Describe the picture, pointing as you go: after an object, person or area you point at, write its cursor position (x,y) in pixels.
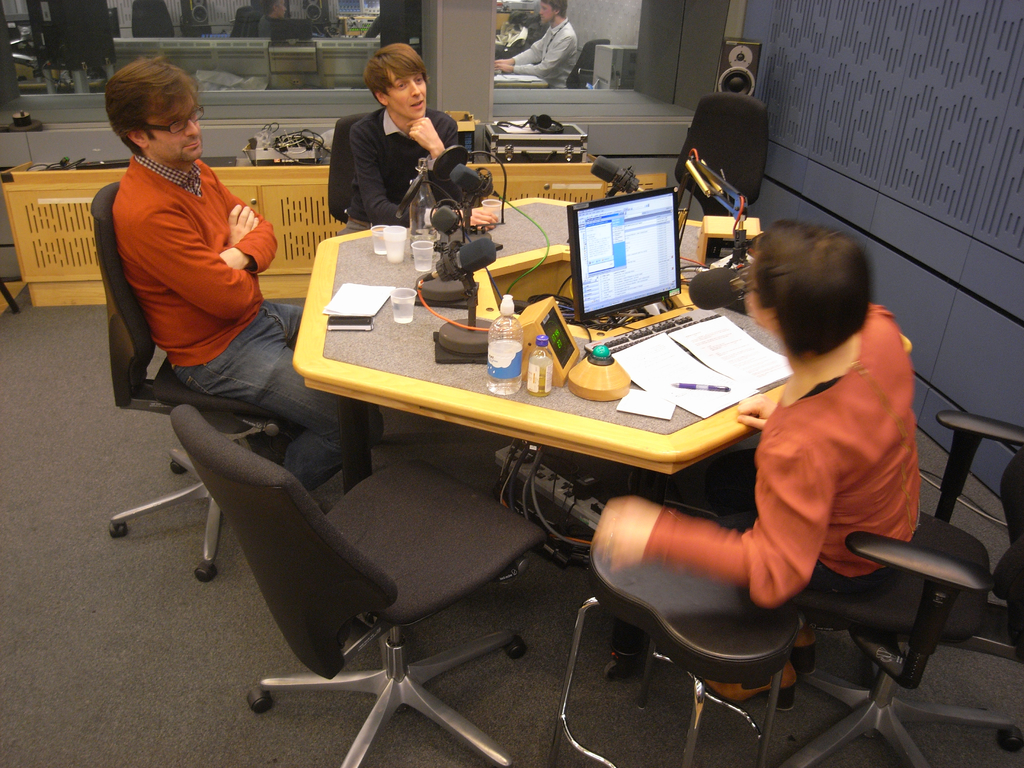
On the background (437,33) we can see a cabin (583,22) and persons (540,38) sitting on chairs (372,25). Here we can see persons (631,562) sitting on chairs (339,131) in front of a table (621,329) and talking and on the table (546,221) we can see bottles (507,338), pen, book (679,368), papers (731,369), glasses (388,234), keyboard (654,329), a computer (611,201). This is a floor (97,567). Here we can see headsets (541,131) over a device (567,149).
